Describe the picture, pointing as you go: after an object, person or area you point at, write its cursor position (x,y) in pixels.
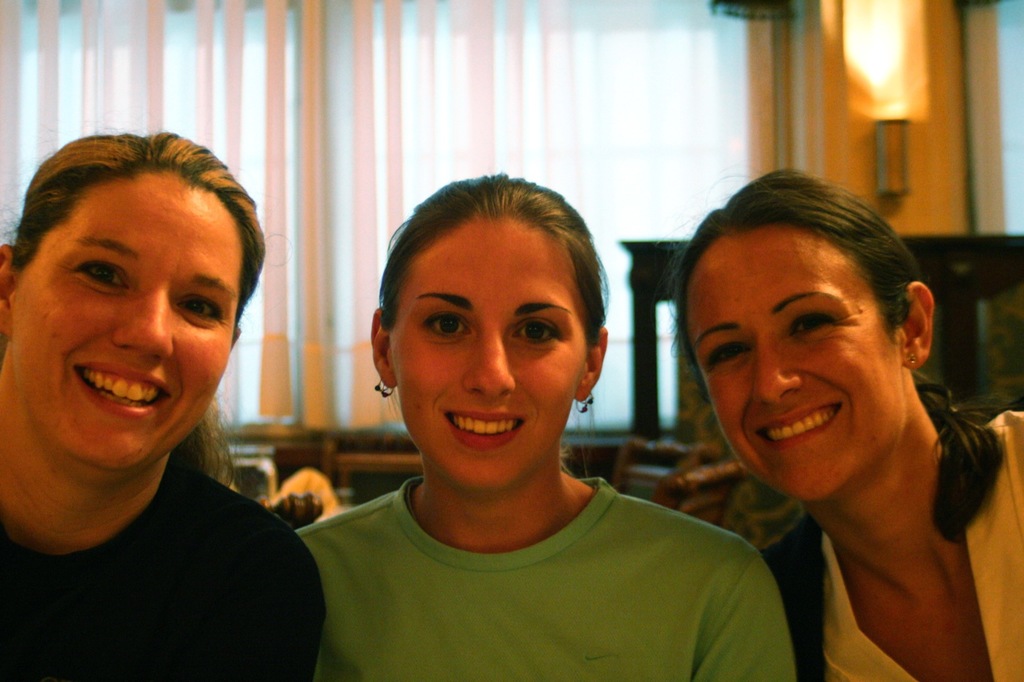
In this picture we can observe three women (108,269). All of them are smiling. Two of them are wearing black and green color T shirts (302,586). In the background (316,120) we can observe curtains (480,117). There is light (863,87) fixed to the wall (914,125) on the right side (896,118).
